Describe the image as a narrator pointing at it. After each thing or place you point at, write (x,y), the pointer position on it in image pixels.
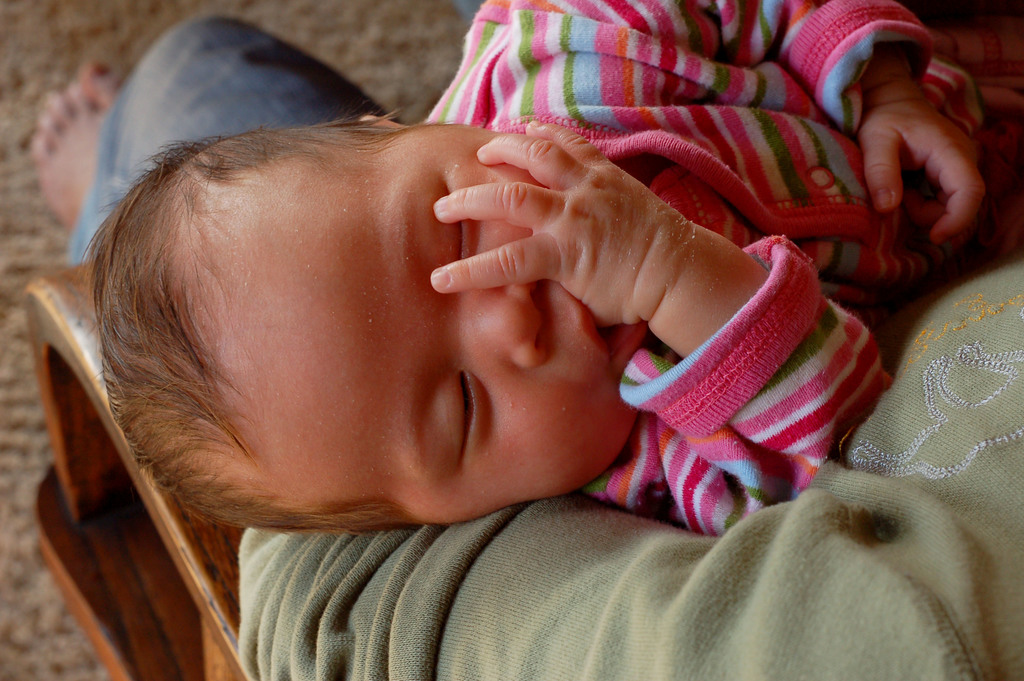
In this picture we can see a person (618,614) sitting and holding a child (687,301), this child (691,360) is sleeping, at the bottom (36,638) we can see mat (39,616).
